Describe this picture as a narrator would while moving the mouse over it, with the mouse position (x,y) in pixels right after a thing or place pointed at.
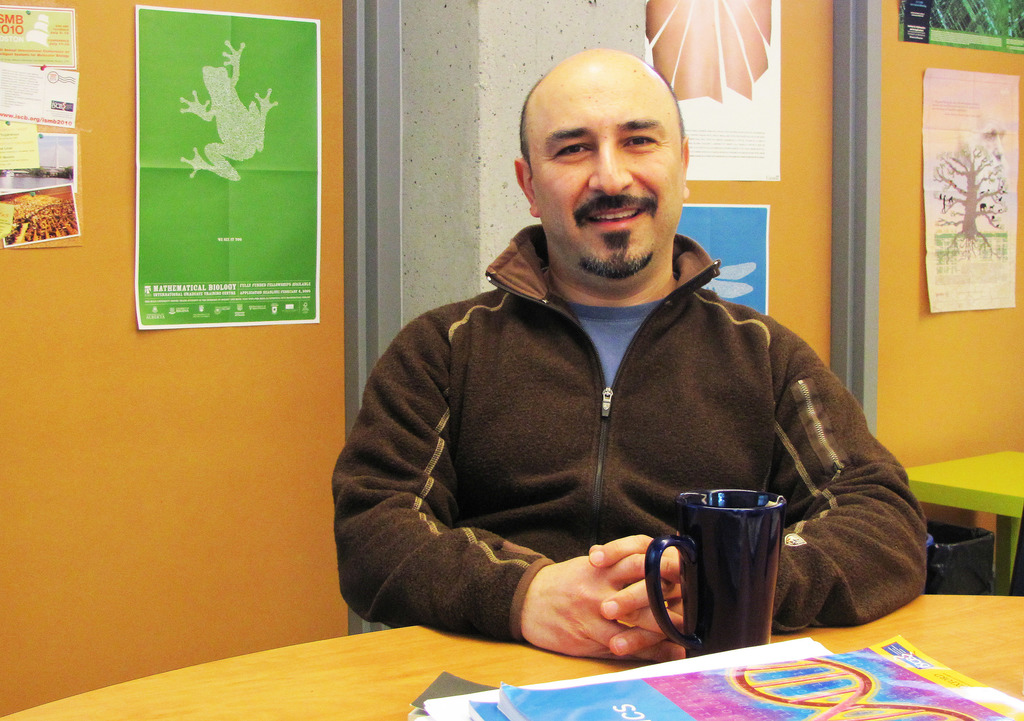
This might be a picture taken in a classroom (433,188). In the foreground of the picture (336,712) there is a table (965,629), on the table (931,644) there are books (595,692) and a cup (724,579). In the center of the picture (455,339) there is a person (584,392) sitting and smiling. On the left (142,186), on the wall (140,378) there are posters (213,168) attached. On the top right (965,93) and center there are posters (746,210) attached.
